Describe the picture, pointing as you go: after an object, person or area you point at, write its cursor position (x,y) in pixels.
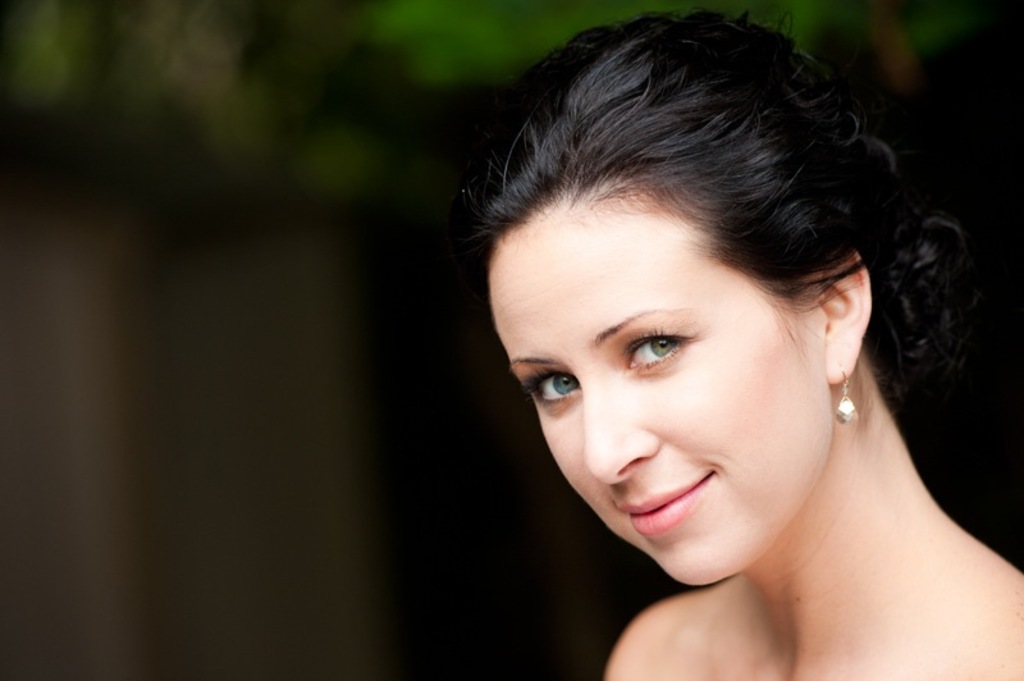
In this image I can see a woman (737,444) smiling. Background (275,341) is in black and green color. I can see a earring (840,414).
